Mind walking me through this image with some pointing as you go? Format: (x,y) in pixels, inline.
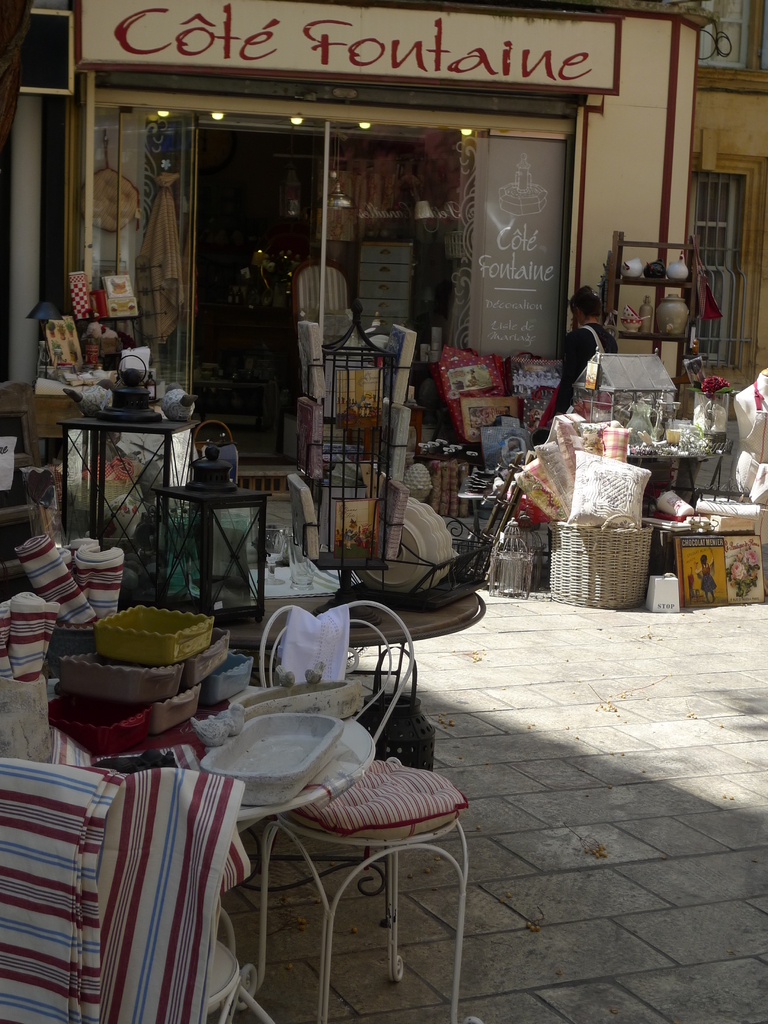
There is a furniture store (453,451) in this given picture, where there are some pillows (604,483), baskets (578,567), chairs (412,838) and some other furniture (299,858) were there. In the background (727,340) there is a window (725,258).
